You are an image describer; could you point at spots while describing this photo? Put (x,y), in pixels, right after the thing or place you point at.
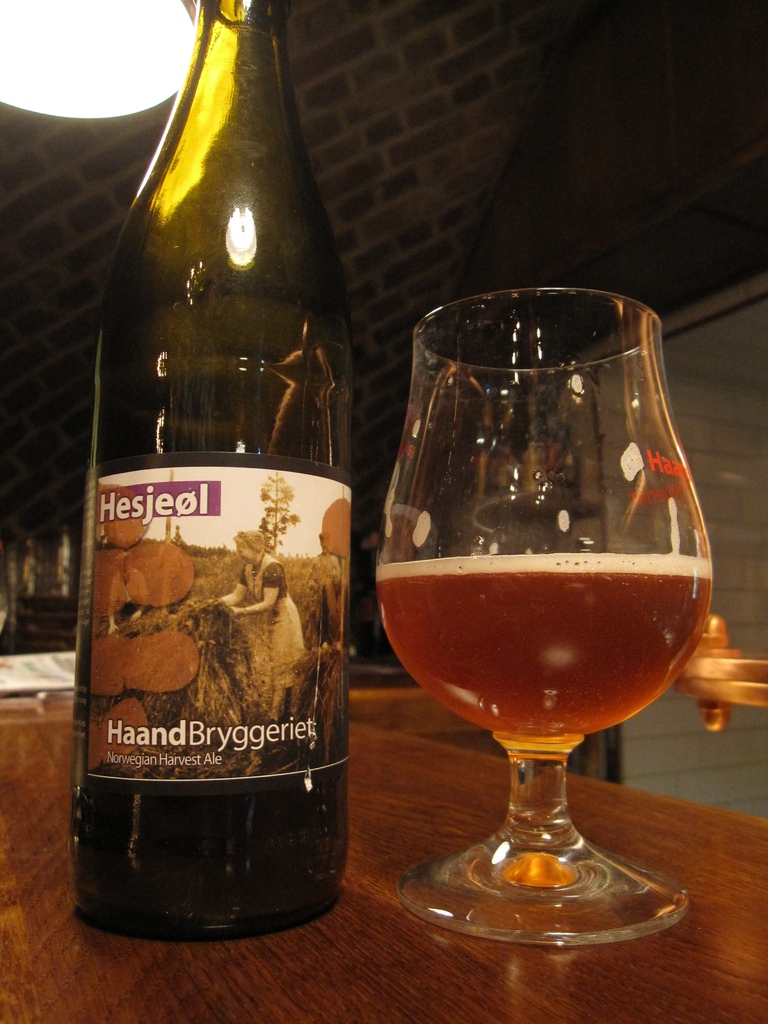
In this image we can see a table (428,774) and on the table (415,1003) there are glass tumbler (540,621) with beverage (527,618) in it and a beverage bottle (229,569).
